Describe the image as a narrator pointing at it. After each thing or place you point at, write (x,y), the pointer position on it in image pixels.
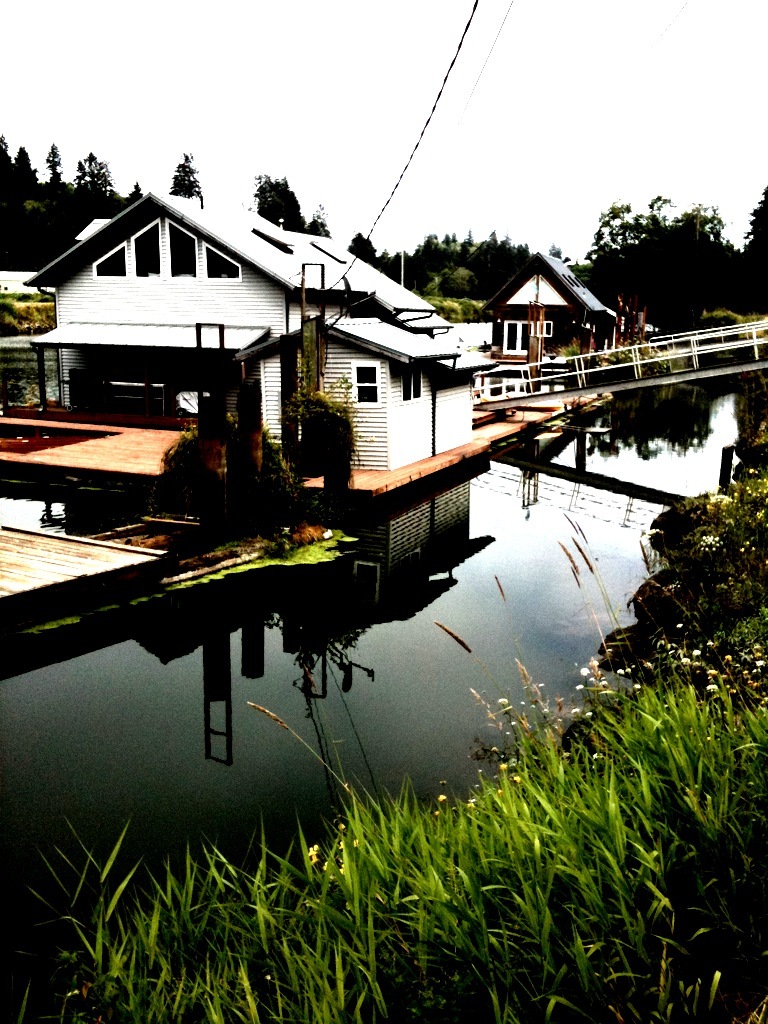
In this image I can see building (401,428) on the water (517,601), beside that there are water (586,476), trees (8,249) and plants (612,971).
